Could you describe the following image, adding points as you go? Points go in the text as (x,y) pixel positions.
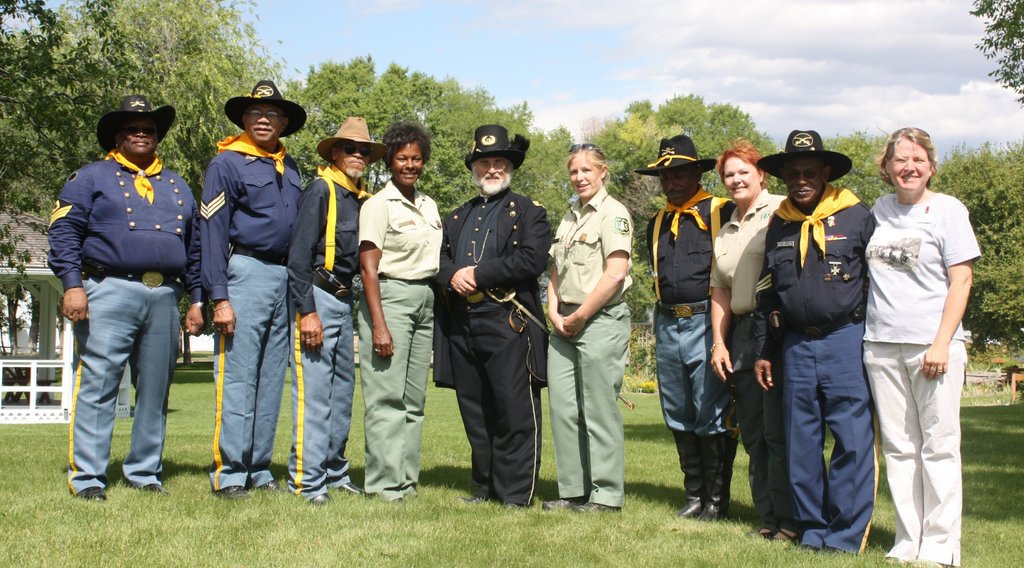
In this image I can see a group of people (571,420) standing and posing for the picture. Six men (63,184) among the group (382,377) are wearing hats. I can see trees (112,76) behind them. At the top of the image (539,24) I can see the sky (551,26). At the bottom of the image (349,526) I can see the grass (170,561). I can see a shelter (36,232) on the left hand side of the image (19,222).
